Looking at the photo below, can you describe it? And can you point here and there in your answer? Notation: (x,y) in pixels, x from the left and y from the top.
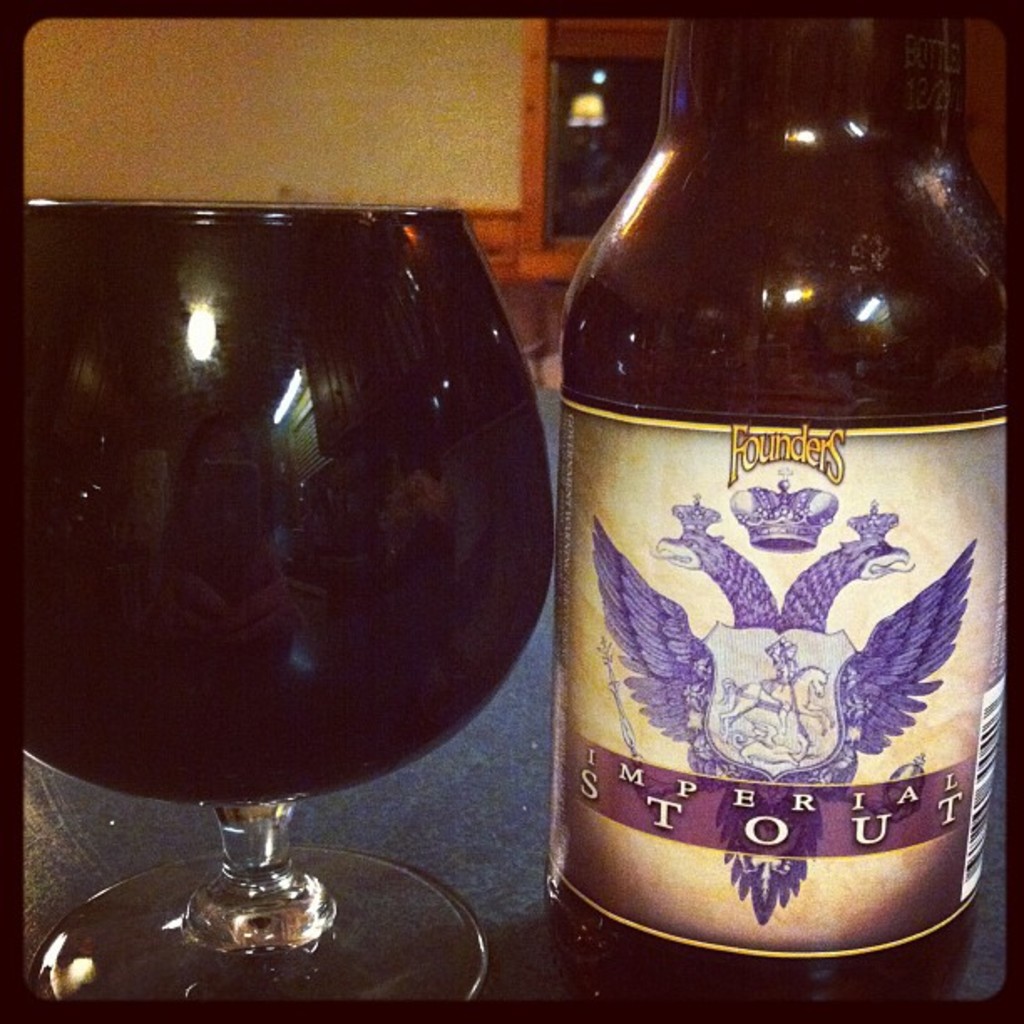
This is a glass (262,527). Beside this glass (493,485) there is a bottle (697,453). On this glass (314,310) there is a reflection (170,538) of a woman (261,547) holding a mobile (256,477).
